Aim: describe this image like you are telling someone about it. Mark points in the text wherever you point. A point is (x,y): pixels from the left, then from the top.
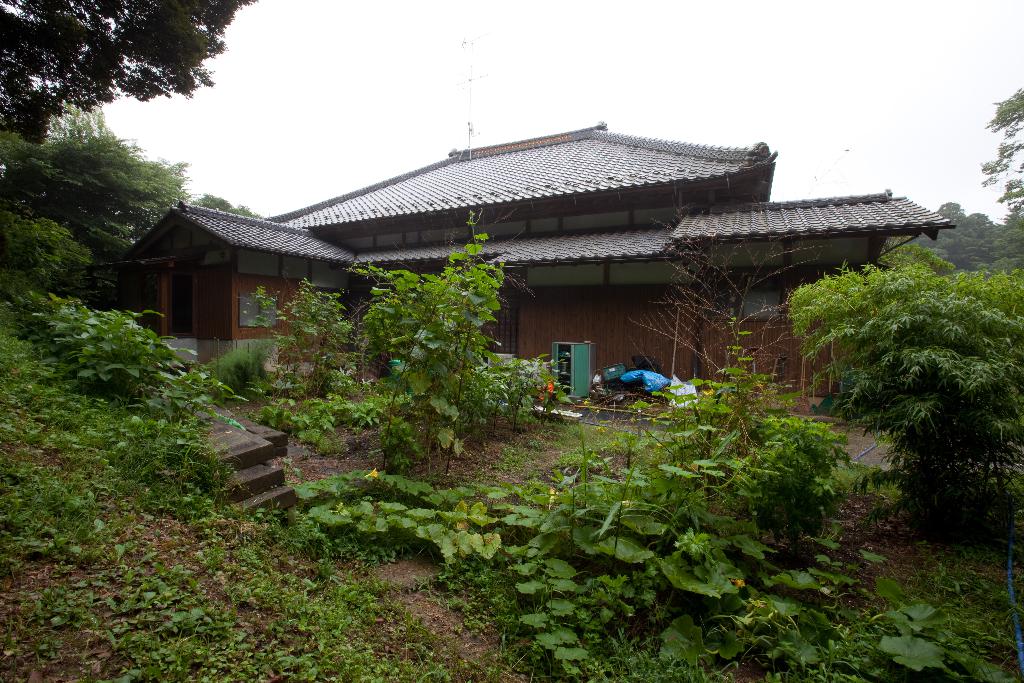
In this image we can see plants (428,521), objects (624,384), house (537,187), roofs (555,243), windows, door (182,294), trees (138,28) and the sky (660,122).
